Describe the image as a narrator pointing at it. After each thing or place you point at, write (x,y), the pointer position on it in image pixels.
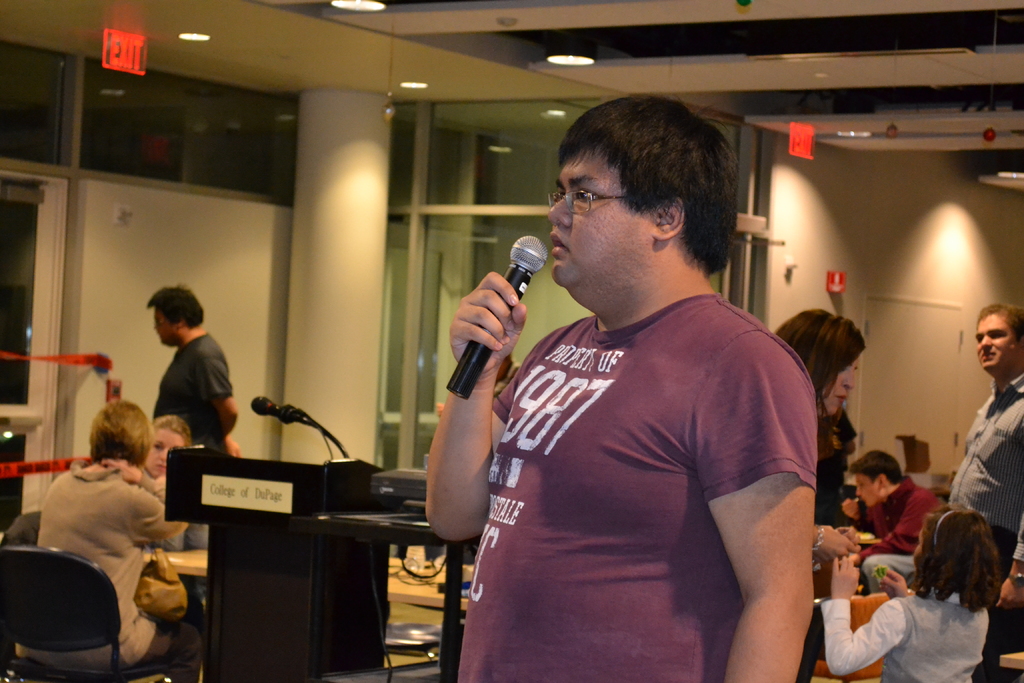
Man (578,271) in front of the picture wearing purple t-shirt (584,457) is holding microphone (522,267) in his hands (471,292). Behind them, we see two people (111,539) sitting on chair (66,557) and talking to each other. In front of them, we see a podium (248,554) and microphone (327,437). On the right bottom (891,642), we see many people (836,517) sitting on chair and on background (351,245), we see white wall (258,285) and a pillar (345,289).
